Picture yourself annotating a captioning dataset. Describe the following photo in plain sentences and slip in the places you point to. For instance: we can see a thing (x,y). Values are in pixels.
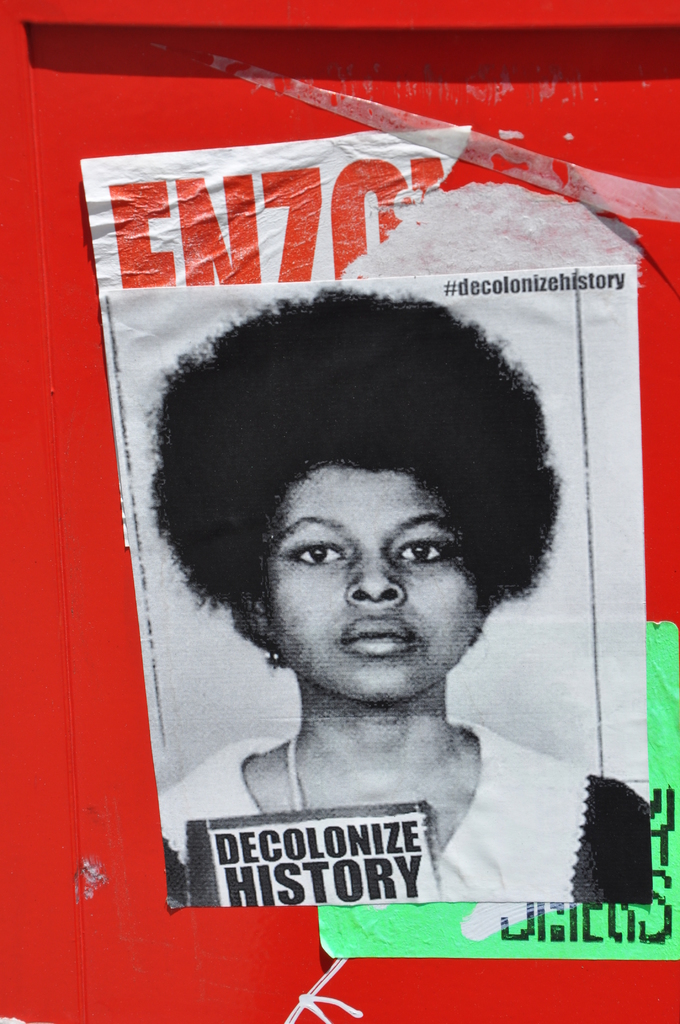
In this image there are poster (414,629) with some text (665,842) and image (436,754) is attached to a structure (43,633) which is in red color.
